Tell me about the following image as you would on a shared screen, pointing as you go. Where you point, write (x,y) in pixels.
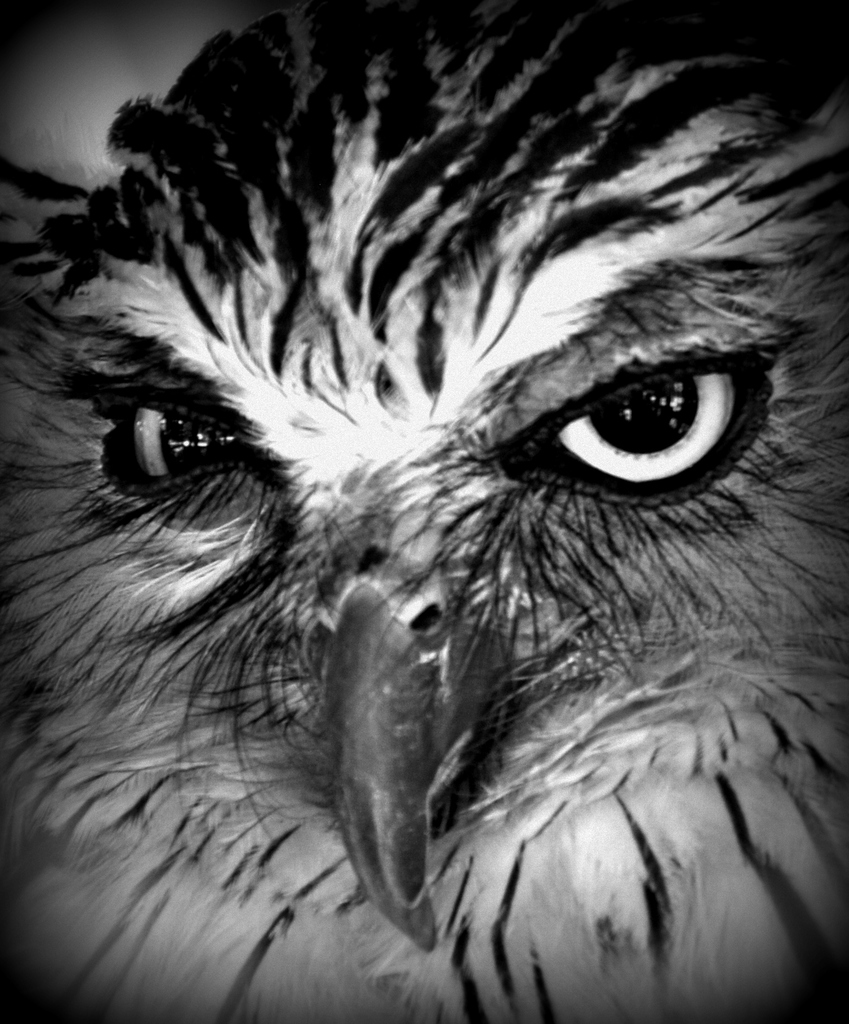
This is a black and white image. In this image we can see a bird (363,402).
